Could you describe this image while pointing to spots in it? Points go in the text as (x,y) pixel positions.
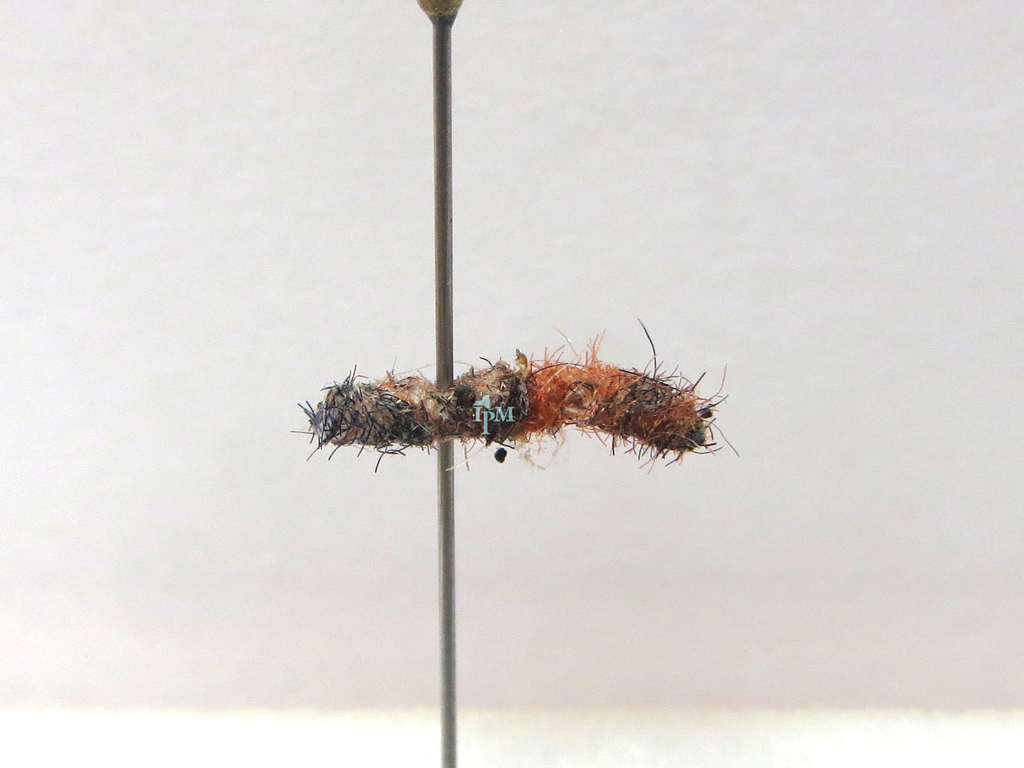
In this image I can see some object (420,426) to the metal pole (443,353). I can see the object (434,430) is in orange cream and black color. And there is a white background (762,641).
